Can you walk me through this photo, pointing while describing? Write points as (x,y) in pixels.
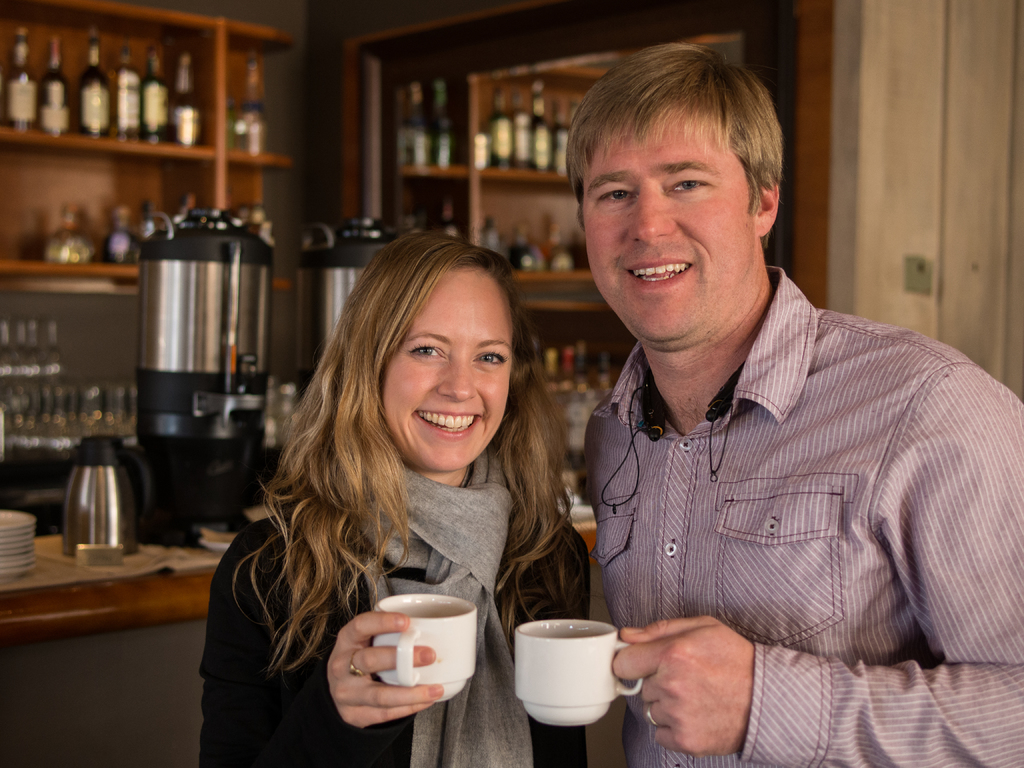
There is a woman (408,505) and a man (674,492) in this picture holding a cups (555,680) in their hands (672,693). Both of them were smiling. In the background (89,84) there are some bottles (55,123) placed in the Shelf (142,172). There is a filter (159,472) placed on the table (129,602).
